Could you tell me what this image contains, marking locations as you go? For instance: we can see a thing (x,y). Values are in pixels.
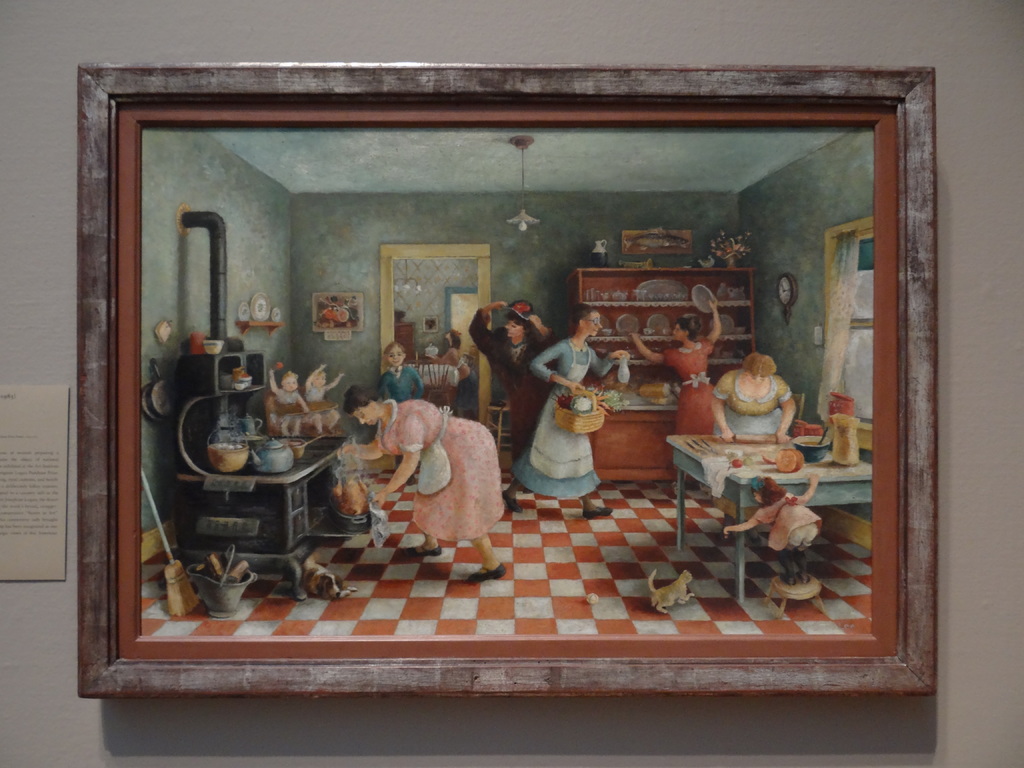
In this image we can see there is a photo frame (139,552) of painting (441,562) on the wall (4,766), where we can see there are so many women (547,491) in a room (693,595) doing different works.
